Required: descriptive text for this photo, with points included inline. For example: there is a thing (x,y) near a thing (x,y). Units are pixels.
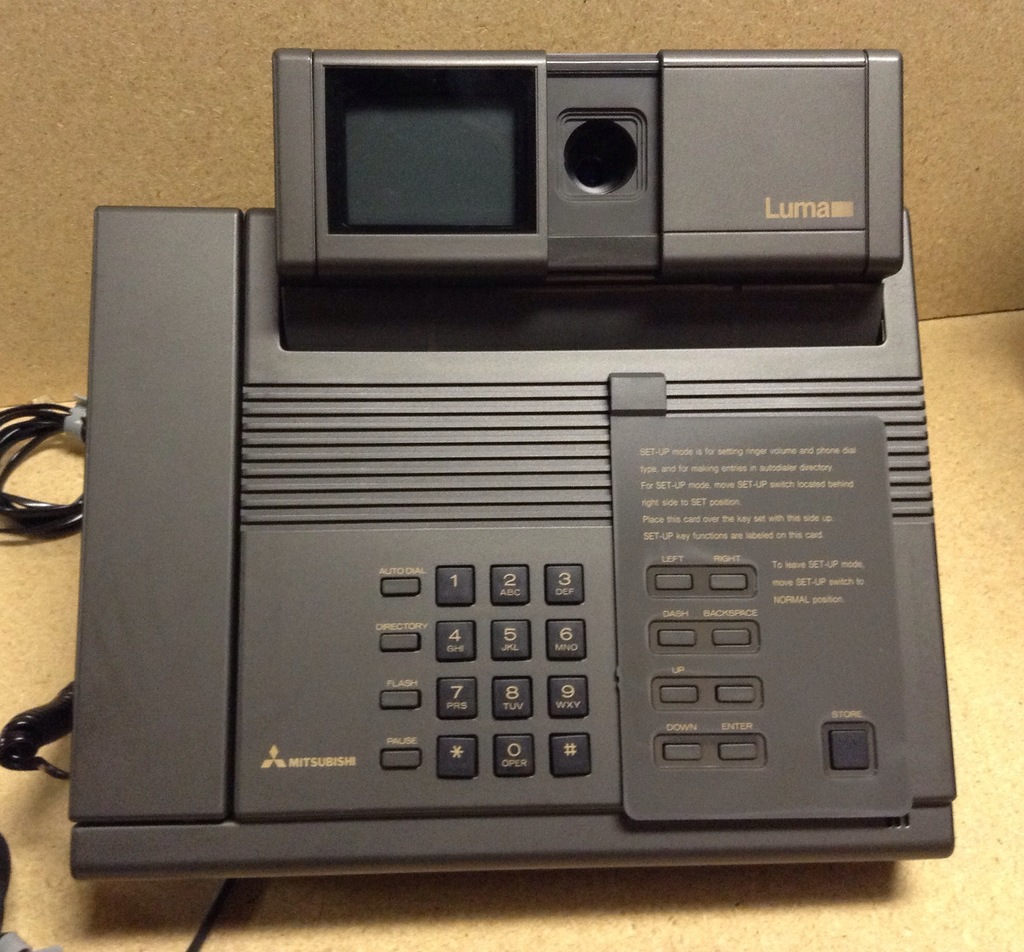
I think this is the answering machine (728,354), which is black in color. These are the buttons (568,630) attached to the machine (365,738). I can see the wires (51,507).
